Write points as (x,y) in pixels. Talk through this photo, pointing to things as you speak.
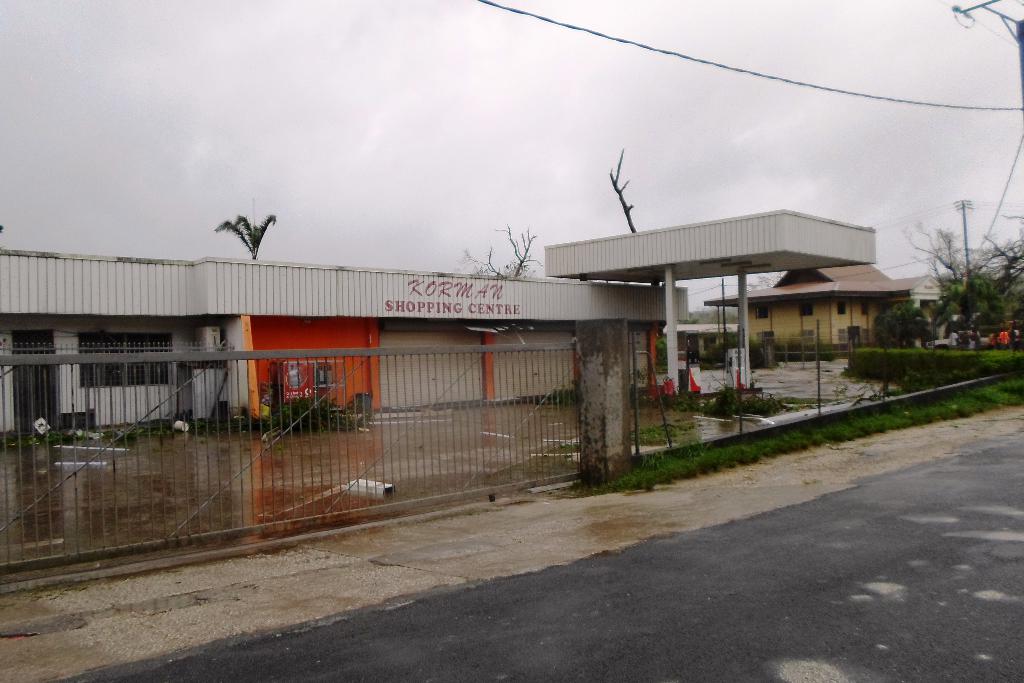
This is an outside view. At the bottom (686,650) there is a road (499,665). On the left side (149,483) there is railing (155,451) and in the middle of the image (535,302) there are few buildings (739,289). On the right side (943,315) there are few plants (938,360), trees (1002,305) and also I can see few people (995,337) standing. At the top of the image (546,94) I can see the sky (734,92).
